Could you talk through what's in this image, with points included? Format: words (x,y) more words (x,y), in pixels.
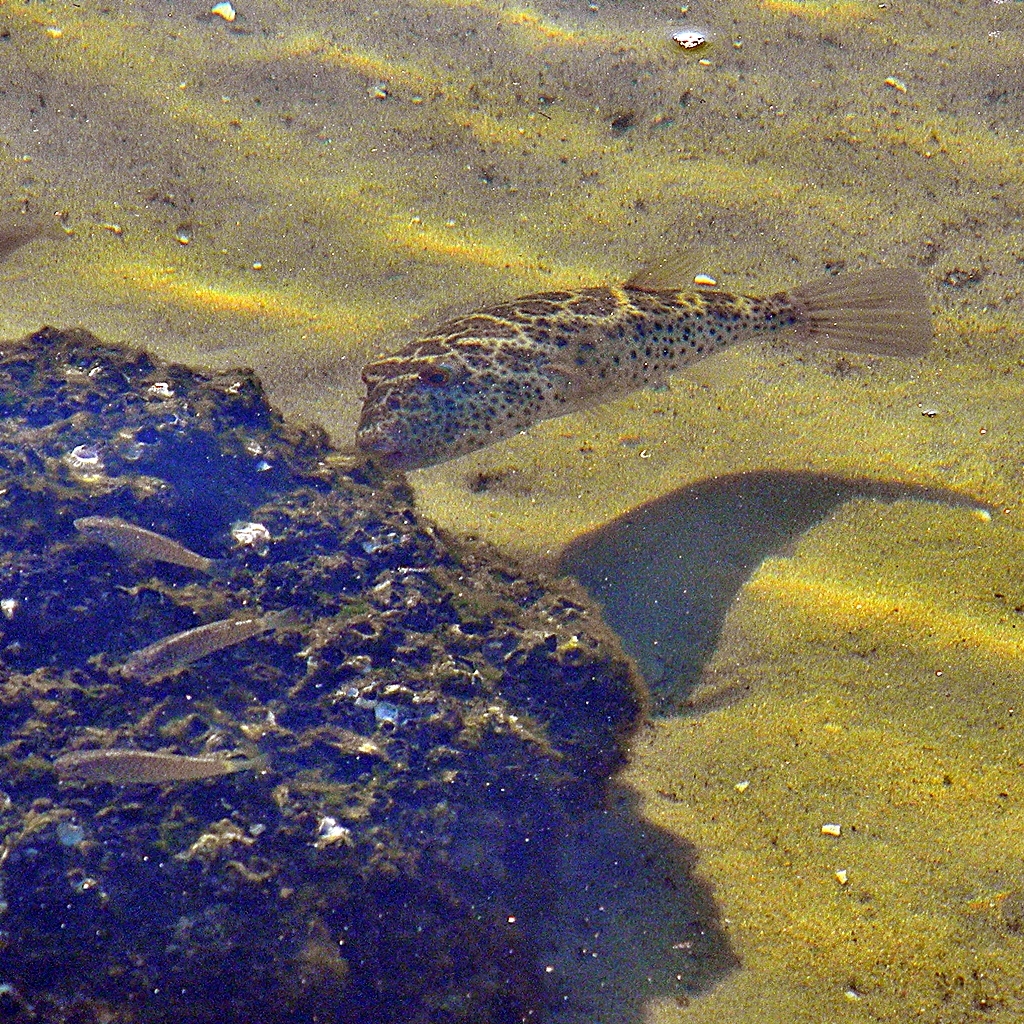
In this picture there are fishes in the water (676,203). At the bottom (936,780) there is sand (932,730) and there are plants (259,696).
